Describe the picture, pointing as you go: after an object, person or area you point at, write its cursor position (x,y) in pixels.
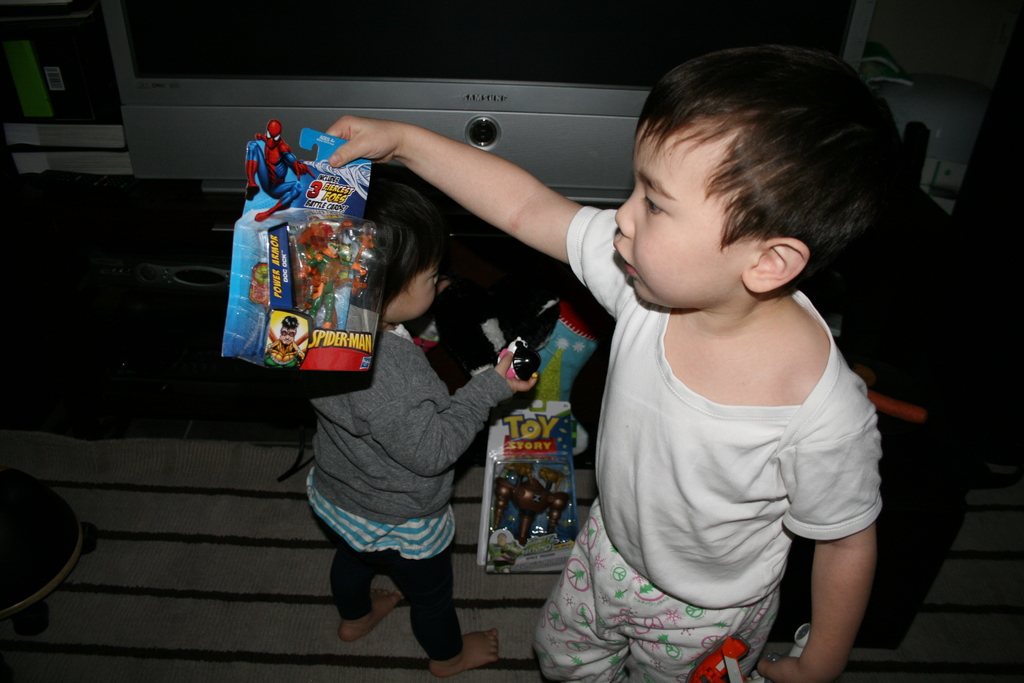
In this image we can see two kids (705,410) who are wearing white and ash color dresses (387,460) one holding a spider-man toy (296,354) in hand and at the background of the image (441,98) we can see television (173,168) and some other objects (466,280).
